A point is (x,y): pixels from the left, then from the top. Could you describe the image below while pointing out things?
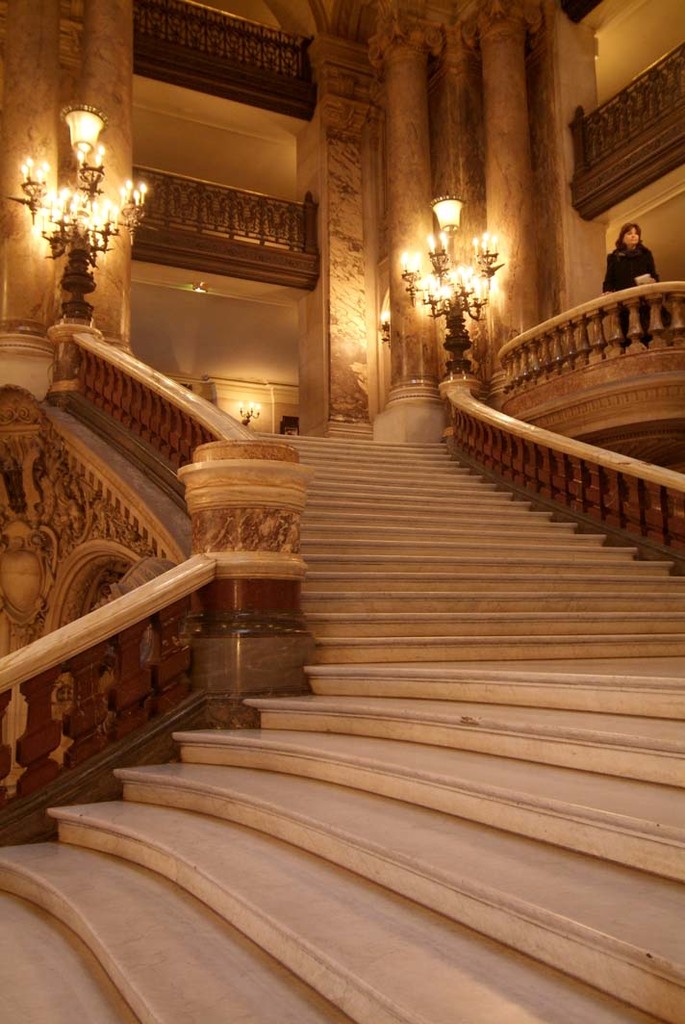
In this picture we can see steps (62,973), railings (278,514), lights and candles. There is a person (640,268) standing and we can see pillars (437,53).
